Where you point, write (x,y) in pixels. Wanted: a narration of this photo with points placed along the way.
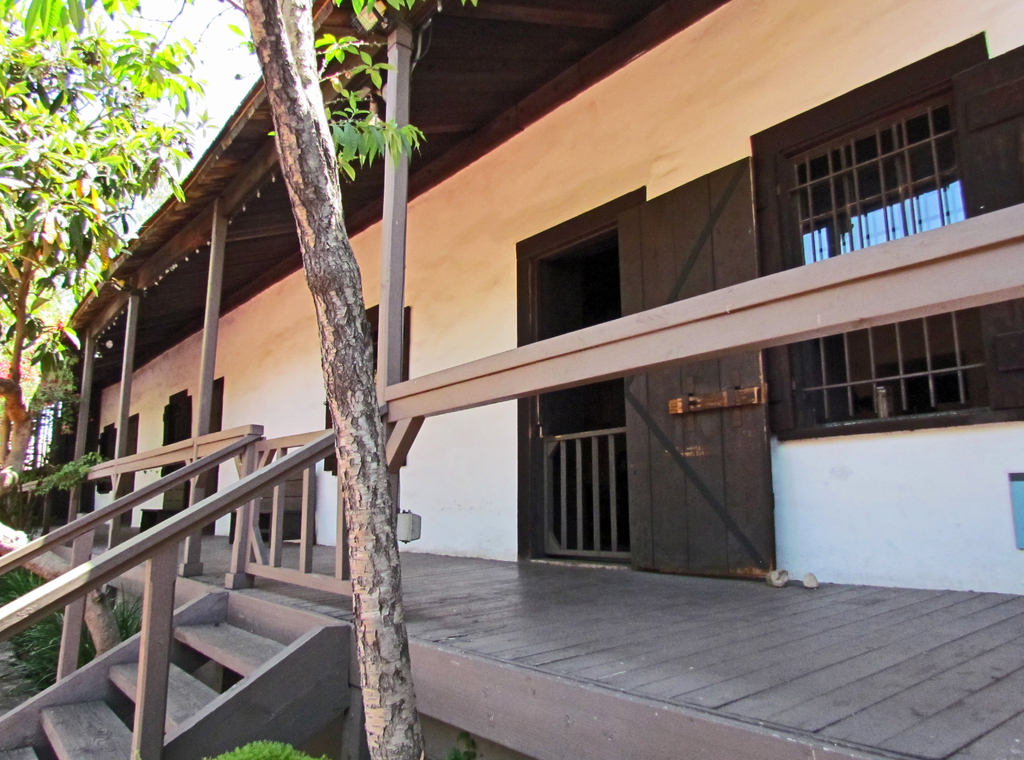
In this image, this looks like a building (479,324) with the doors (684,385) and windows (867,251). These are the wooden stairs (197,605). I can see the trees (138,168) with branches (36,262) and leaves (43,287). These look like the wooden pillars (126,385).
